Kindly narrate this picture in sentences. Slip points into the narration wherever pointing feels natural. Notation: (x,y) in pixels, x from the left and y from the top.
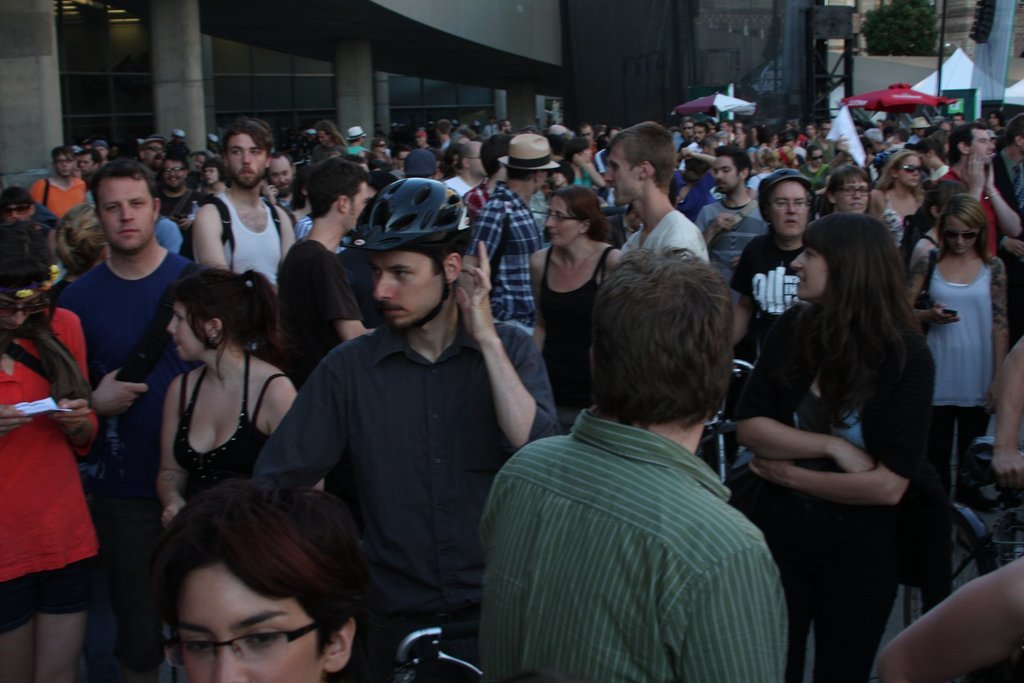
In the picture we can see a group of people (680,551) are standing and talking to each other and besides them, we can see some pillars (168,120) to the walls (479,68) and in the background (485,93), we can see some wall (780,77) which is black in color and besides we can see a glass (144,73) and we can see a tree (889,25).
